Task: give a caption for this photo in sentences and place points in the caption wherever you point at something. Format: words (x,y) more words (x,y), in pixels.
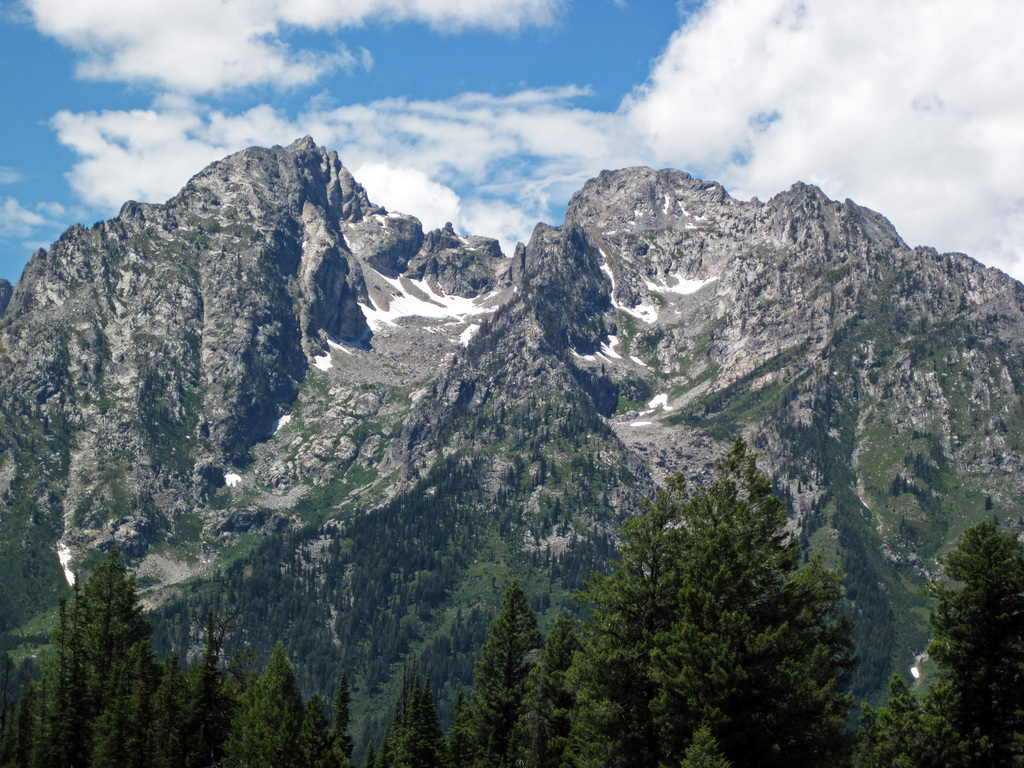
In this image at the bottom (702,656), there are trees (511,630). In the middle (572,337) there are hills (353,355). At the top (382,96) there are sky (537,83) and clouds (698,65).
